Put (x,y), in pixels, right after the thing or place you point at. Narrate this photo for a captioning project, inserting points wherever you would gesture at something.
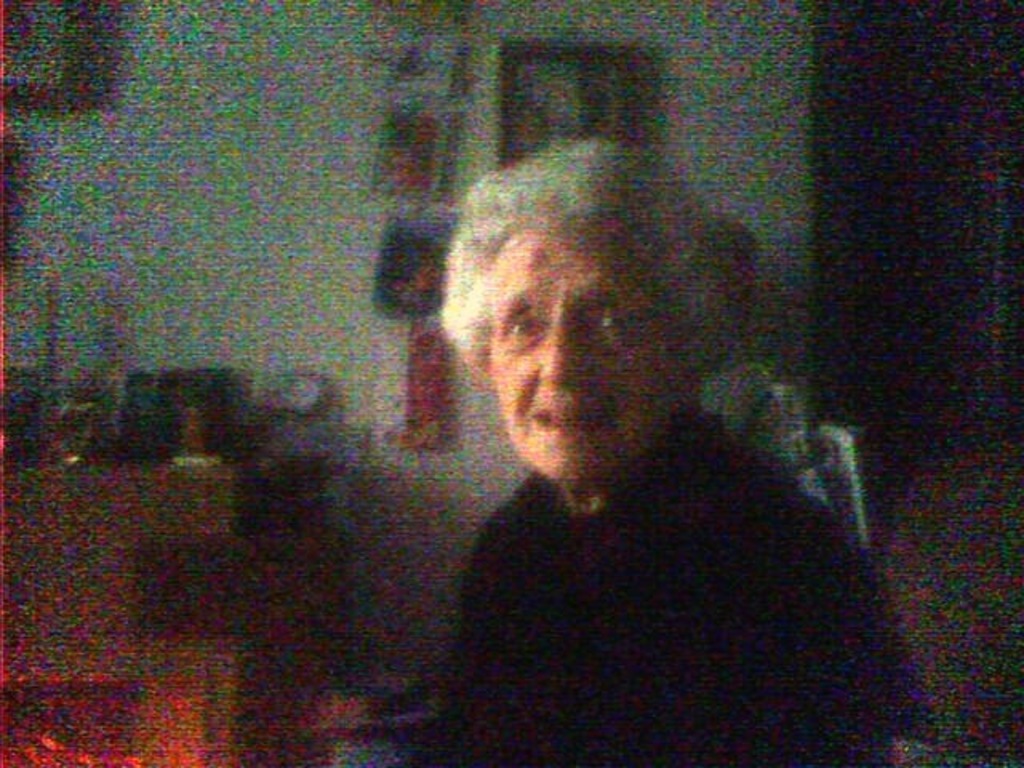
In this picture there is a man (570,524) who is wearing black dress (679,628). In the back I can see the photo frames (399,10) on the wall (244,294). In the bottom left (255,559) I can see the fireplace (95,752). At the top of the fire place (144,463) I can see some glasses (92,414) and candles (201,449).
